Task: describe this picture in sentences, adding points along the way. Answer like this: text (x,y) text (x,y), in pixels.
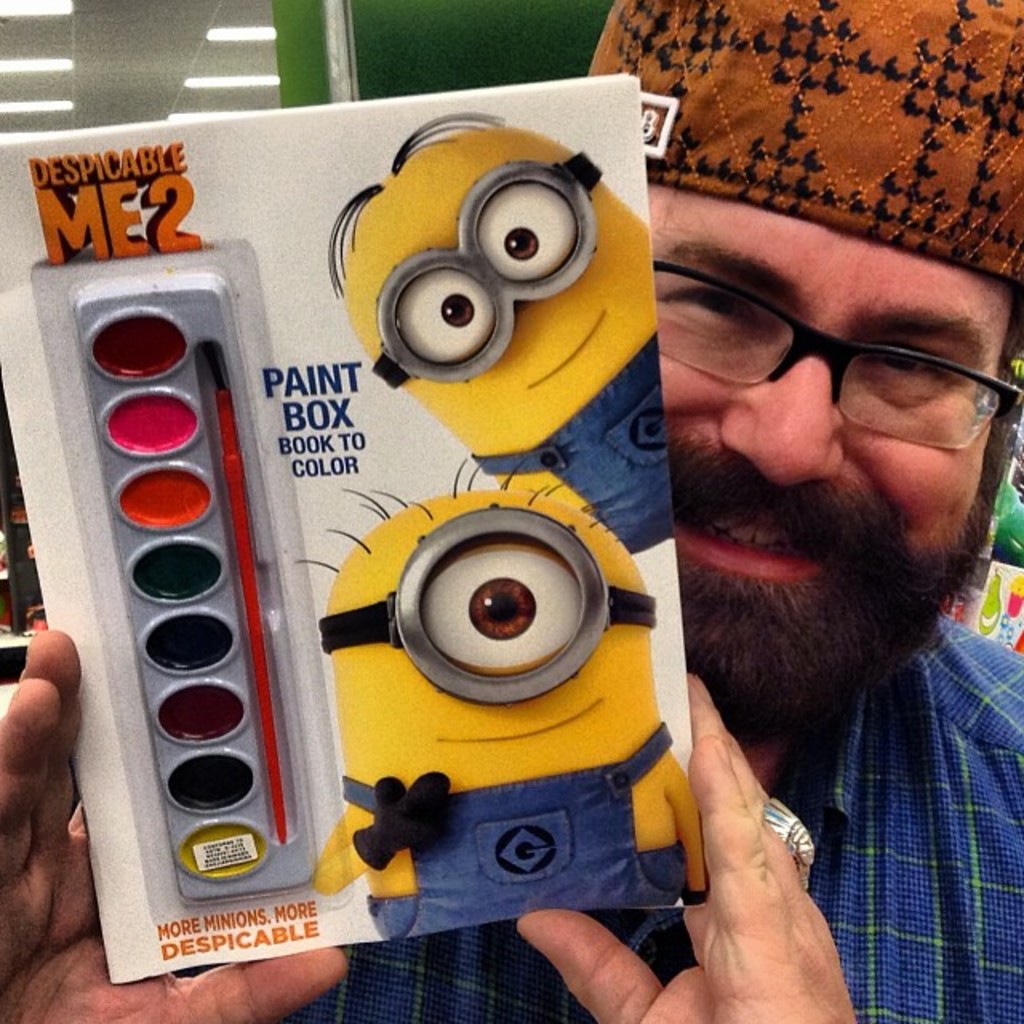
In this picture in the front (569,631) there is a man (779,688) standing and smiling and holding a book (224,645) with some text (122,226) written on it. In the background (424,22) there are lights (249,38) and there is a wall (439,35) which is green in colour. On the right side (1011,537) there are objects (1018,562) which are green in colour.
